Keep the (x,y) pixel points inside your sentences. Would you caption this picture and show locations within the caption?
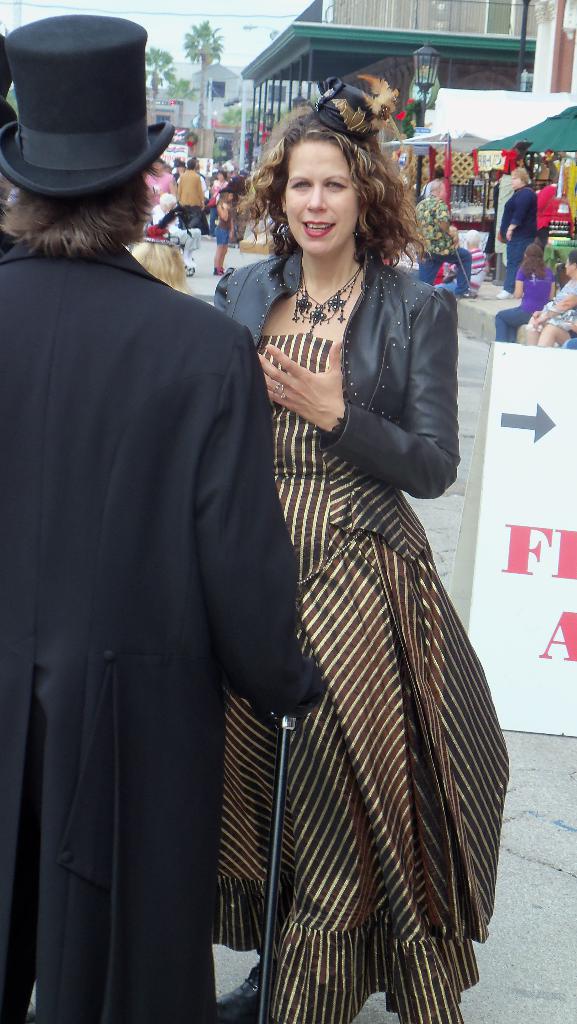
In this image in the foreground (203,422) there are two persons (274,499) standing, and one person (292,649) is wearing a hat (99,148) and holding a stick (282,785) and another person (355,351) is talking. And in the background (515,197) there are a group of people (509,213), and there is one board (519,440). On the board (531,525) there is text (553,643), and also in the background (401,30) there are some buildings (407,67), trees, pole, light (417,61) and some wires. At the bottom (527,773) there is a walkway (515,868).
